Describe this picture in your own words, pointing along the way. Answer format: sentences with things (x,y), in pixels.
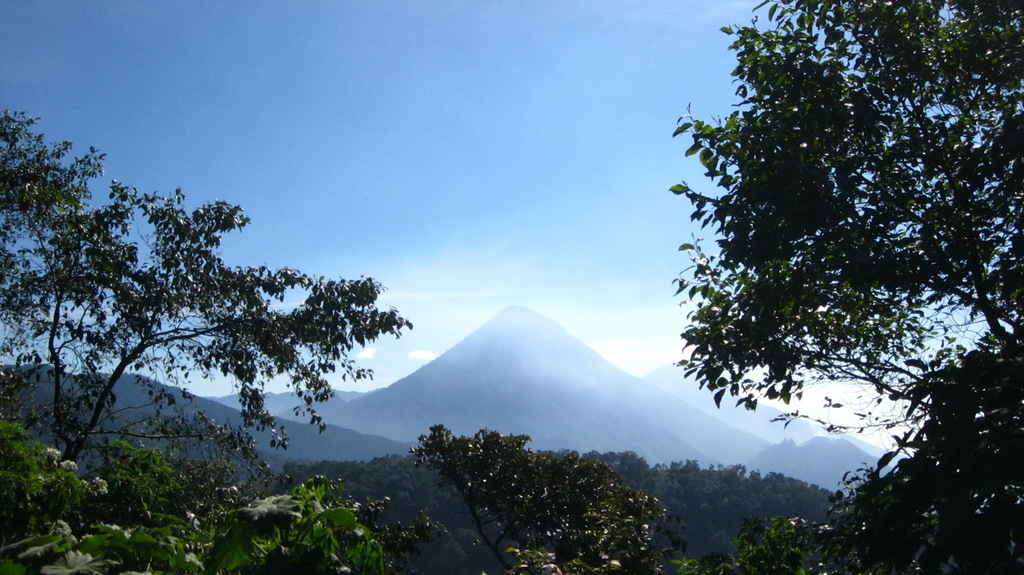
In the center of the image (469,338) we can see the mountains (613,383). In the background of the image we can see the trees (898,529). In the bottom left corner (98,486) we can see the flowers (60,534). At the top of the image (641,46) we can see the clouds (561,269) are present in the sky (288,114).
